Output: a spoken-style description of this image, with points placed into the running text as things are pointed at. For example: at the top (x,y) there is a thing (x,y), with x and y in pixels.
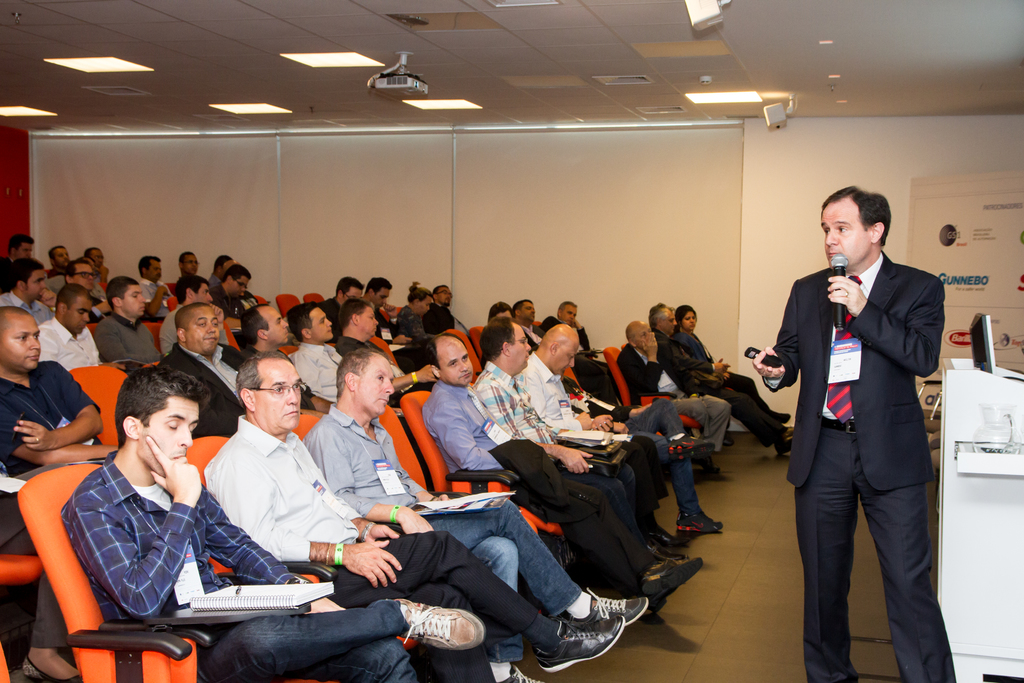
In this image I can see a person (884,435) wearing white shirt (876,276), black blazer (882,367) and black pant (890,559) is standing and holding a microphone (833,268) and a black colored object (749,349) in his hand (855,292). I can see a white colored podium (984,458) and number of people (528,414) are sitting on chairs (65,468) which are orange in color. In the background (679,204) I can see the white colored wall (766,196), the banner (938,226), the ceiling (692,62), a projector (390,81) and few lights (363,62) to the ceiling (270,96).
